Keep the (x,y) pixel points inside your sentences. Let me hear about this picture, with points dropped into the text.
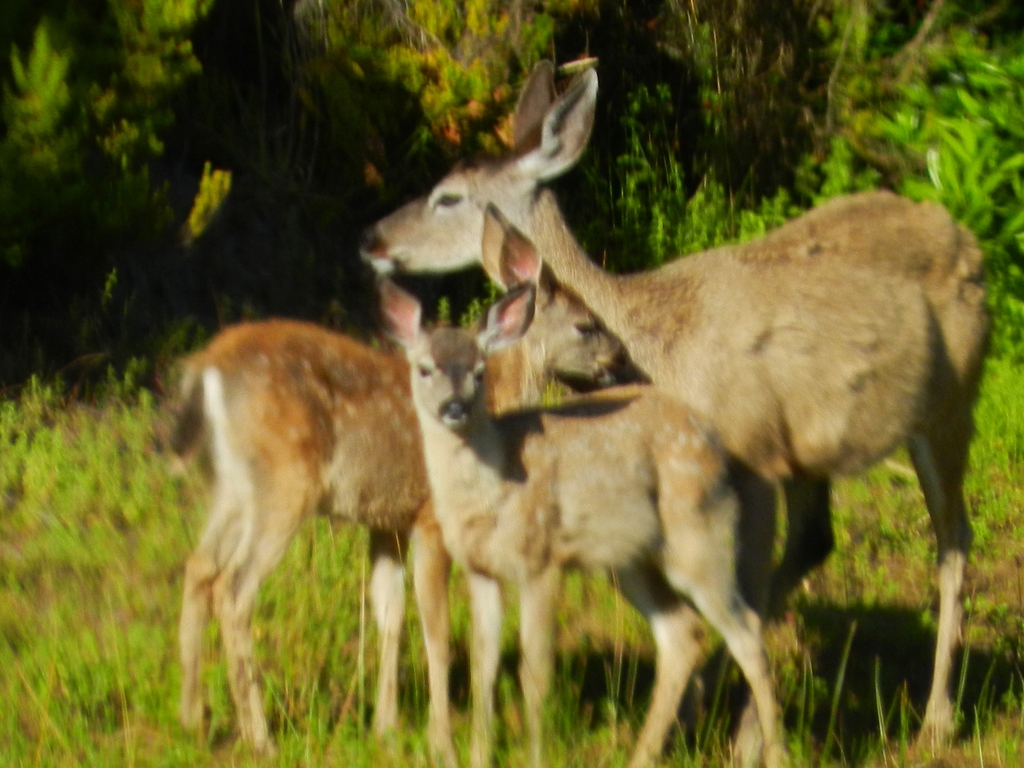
In this image there are three deer (561,429) standing on the ground (330,691). There is the grass (362,590) on the ground (822,594). Behind them there are plants (417,81).
